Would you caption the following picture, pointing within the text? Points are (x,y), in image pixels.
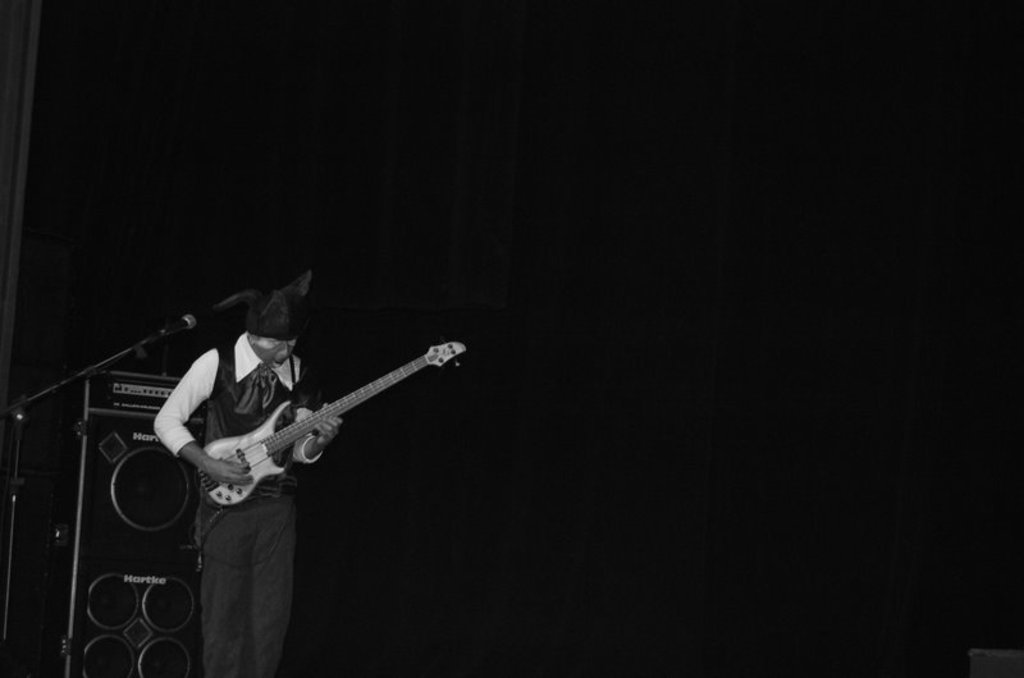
In this image I can see a person (192,409) standing in-front of the mic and playing the guitar (270,475). In the background (130,481) there is a sound system (141,589).
